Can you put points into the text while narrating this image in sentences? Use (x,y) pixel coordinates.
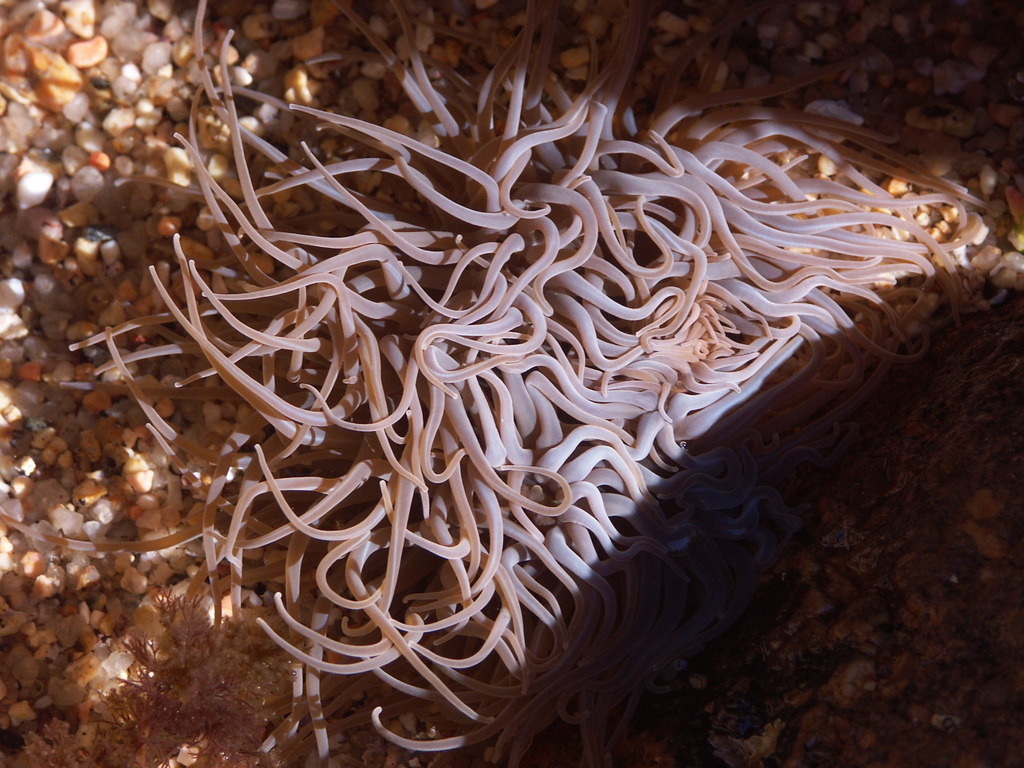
In the picture we can see sea anemone (767,279) in the water (941,673) and behind it we can see a surface (177,112) with stones (177,141).
